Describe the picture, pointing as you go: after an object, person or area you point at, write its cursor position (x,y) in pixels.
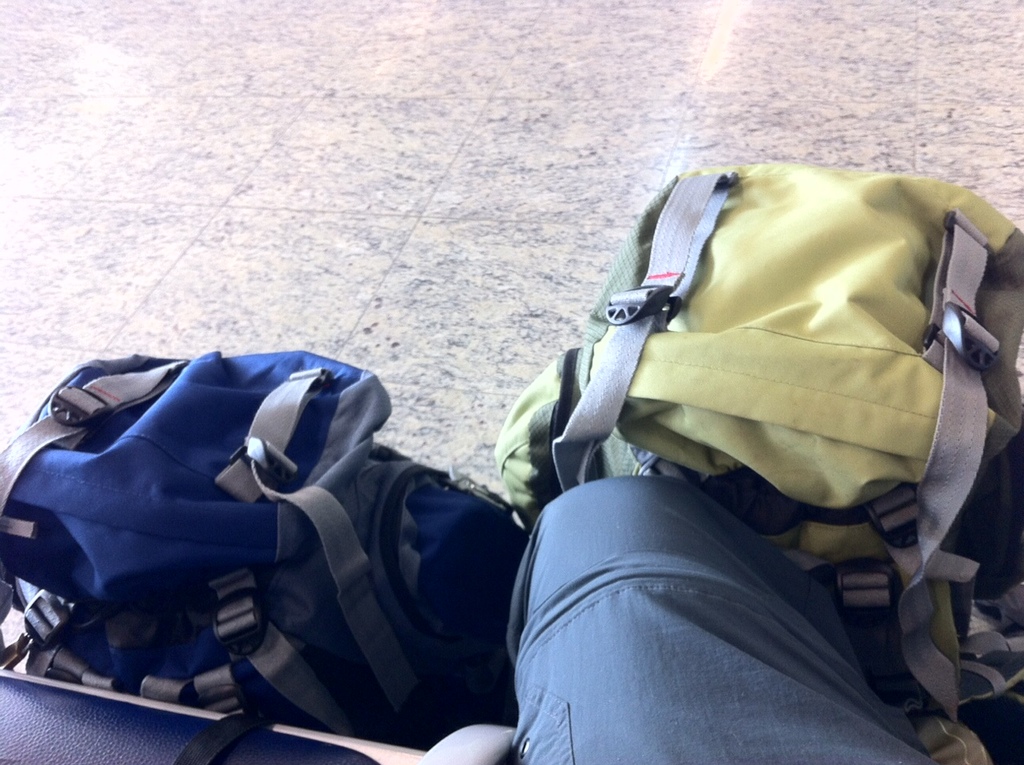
Here we can see a person (661,671) sitting on a seat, and here are the travelling bags (787,310).
